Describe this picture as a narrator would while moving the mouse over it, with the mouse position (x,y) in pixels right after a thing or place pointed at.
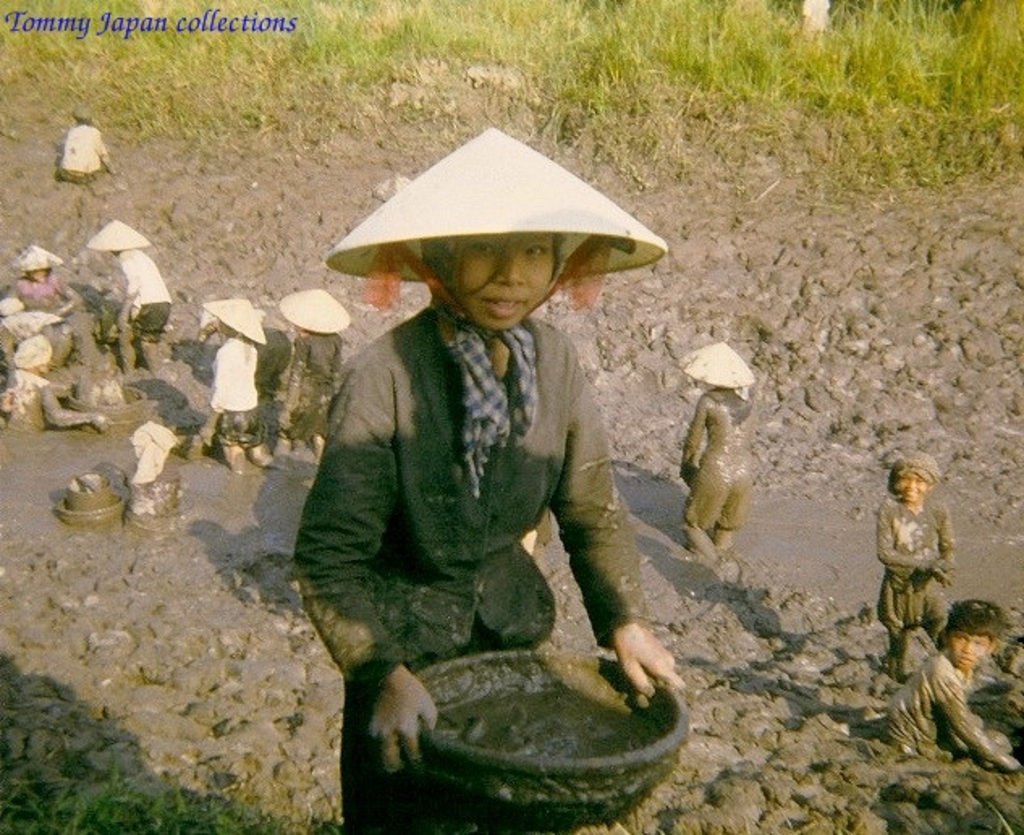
In this picture I can see few persons (427,528), they are wearing the caps (361,271), in the top left hand side (25,24) there is the text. At the top (626,77) there are plants (603,73).
